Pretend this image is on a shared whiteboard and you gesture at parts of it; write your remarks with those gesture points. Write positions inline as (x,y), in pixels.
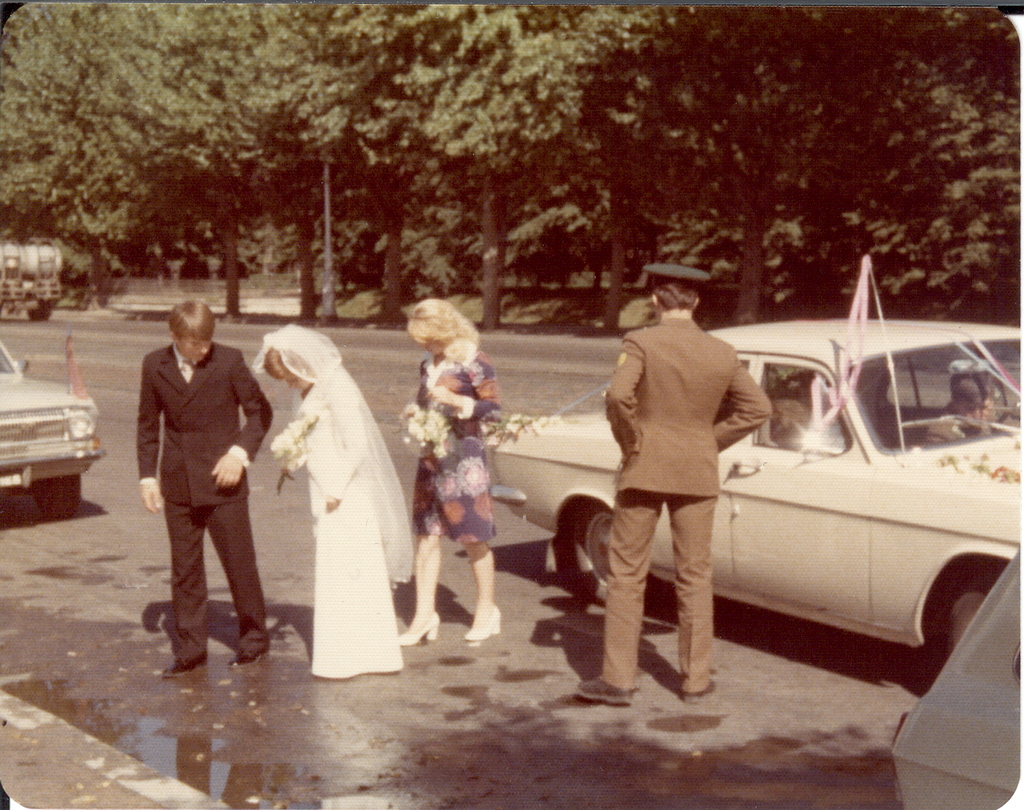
In the center of the image (426,459) a man (245,441) is standing and two ladies (368,491) are walking and holding bouquet (430,424). On the right side of the image (942,477) we can see a car (819,429) and a man (670,306) is standing and wearing hat (676,276). On the left side of the image (47,415) we can see car (43,399) and a vehicle (40,246). In the background of the image (524,190) we can see trees (405,236), pole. In the middle of the image (608,345) we can see a road (287,668).
